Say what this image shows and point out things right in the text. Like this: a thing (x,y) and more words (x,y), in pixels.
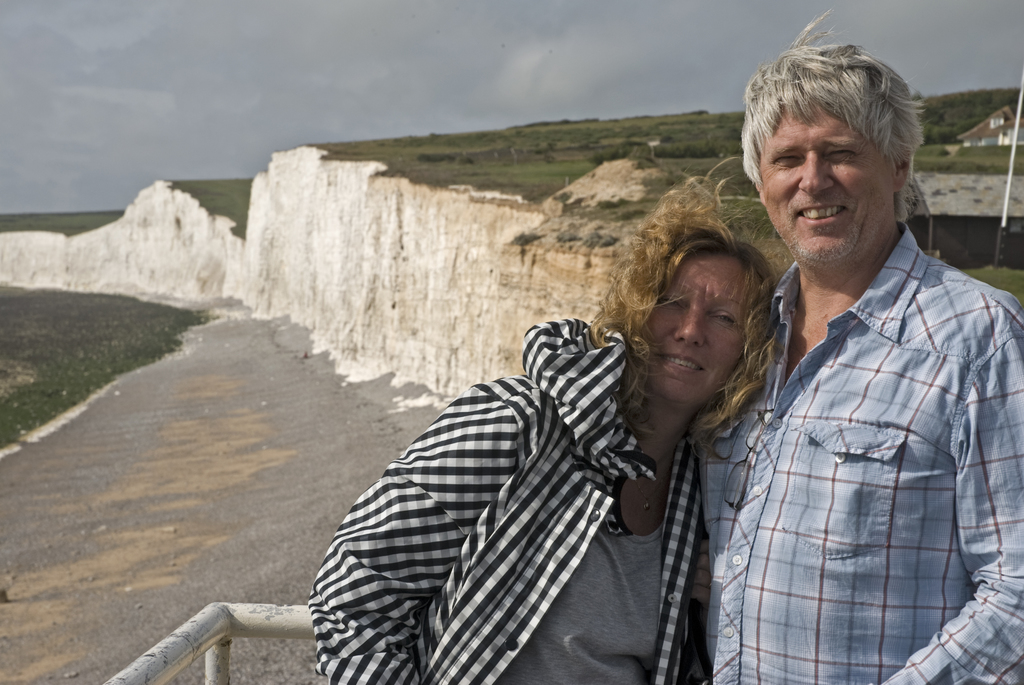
In this image we can see the mountains (738,124), one house (1022,135) on the right side of the image (1002,136), some objects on the ground (1003,268), one shed (946,235), one white pole (1014,153) near the stand (1004,247), one road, one pole (286,624) with iron rod (273,615) near the woman (543,517), two persons (646,546) with smiling face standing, it looks like wall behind the persons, some trees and grass (77,226) on the ground (60,221). At the top (70,197) there is the cloudy sky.
